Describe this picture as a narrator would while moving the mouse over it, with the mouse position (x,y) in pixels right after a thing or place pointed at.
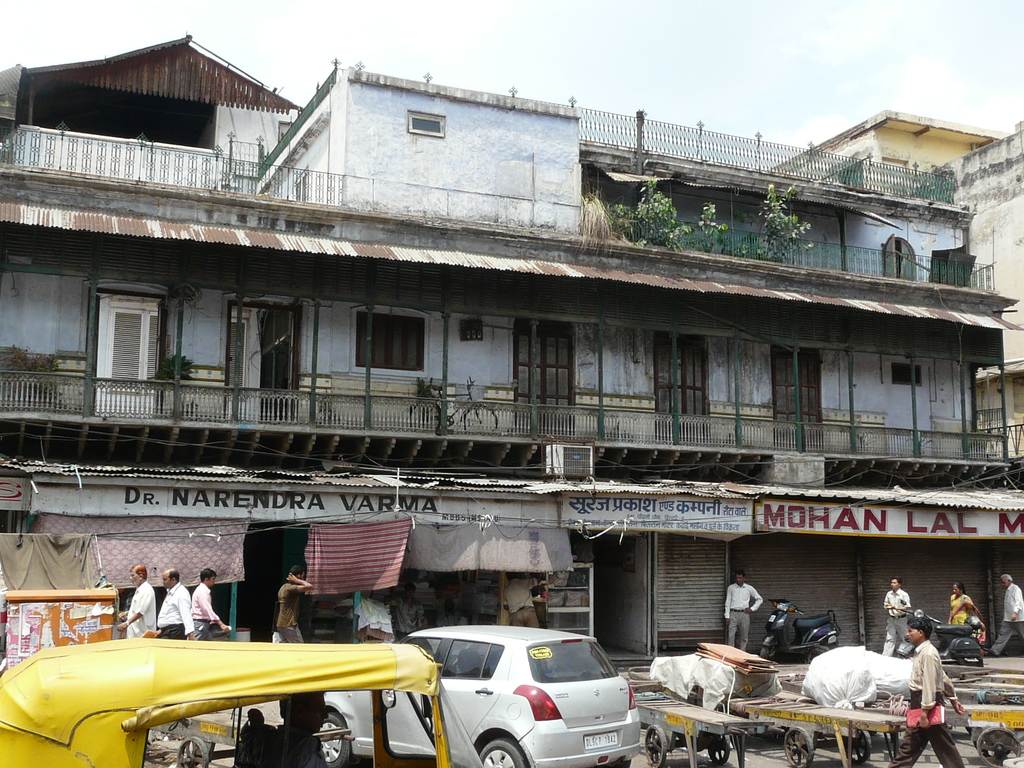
At the bottom of the image (414,705) there are vehicles (603,714) and also there are carts (846,728). And there are few objects (899,673) on the carts (734,718). And there is a person (911,638) standing and holding an object (910,719) in his hand (924,717). Behind those vehicles (472,644) on the footpath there are few people (522,611) and also there is a box (76,610) on the left side (71,624). In the background (309,168) there is a building (819,561) with walls (351,168), windows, doors (248,350), railings (626,427) and plants (643,207). And also there are stores (519,537) with name boards (781,528) and some other things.
